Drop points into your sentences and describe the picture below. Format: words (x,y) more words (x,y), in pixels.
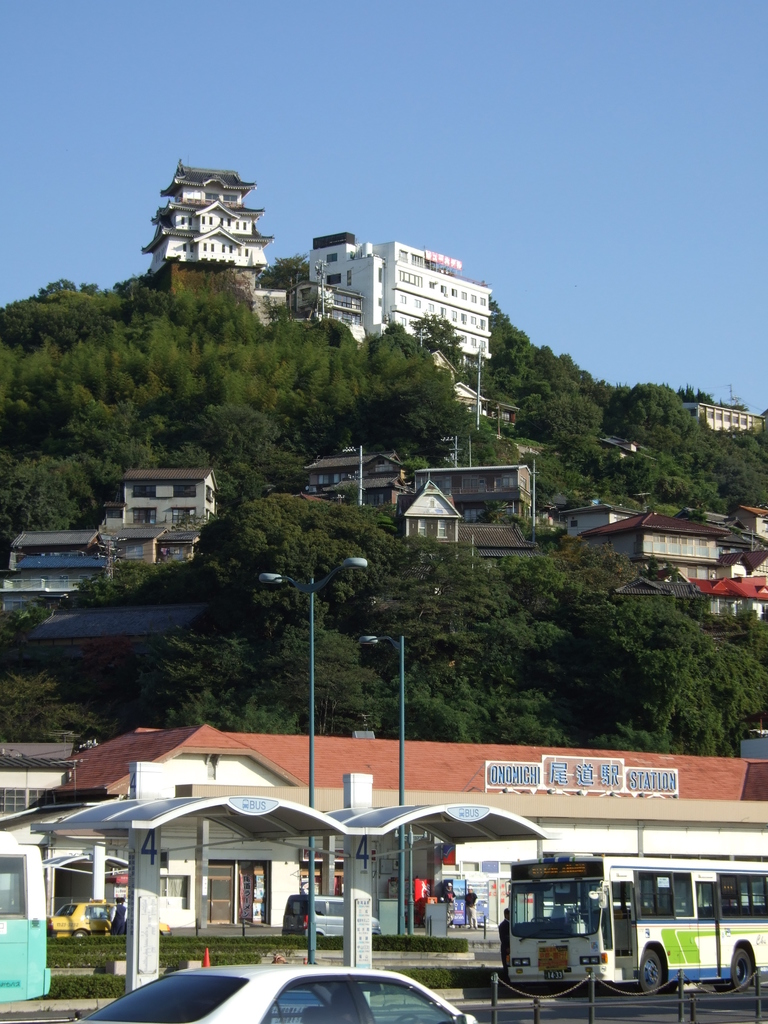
We can see vehicles (328,1003), lights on poles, shed (259,817), grass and buildings (384,767). In the background (344,594) we can see trees (381,511), buildings (394,476) and sky (504,116) in blue color.
